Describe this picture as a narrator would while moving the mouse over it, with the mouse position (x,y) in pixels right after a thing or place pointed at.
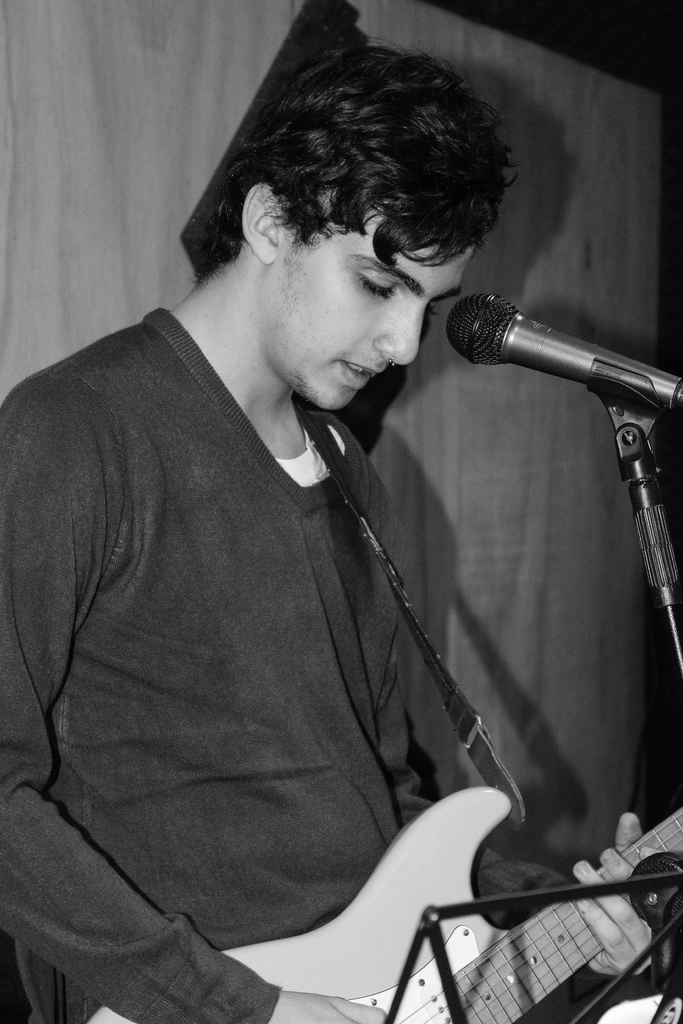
In this image in the center (272,417) there is one man (306,660) who is playing a guitar (356,964), in front of him there is one mike (565,366) on the background (89,185) there is a wall (89,185).
